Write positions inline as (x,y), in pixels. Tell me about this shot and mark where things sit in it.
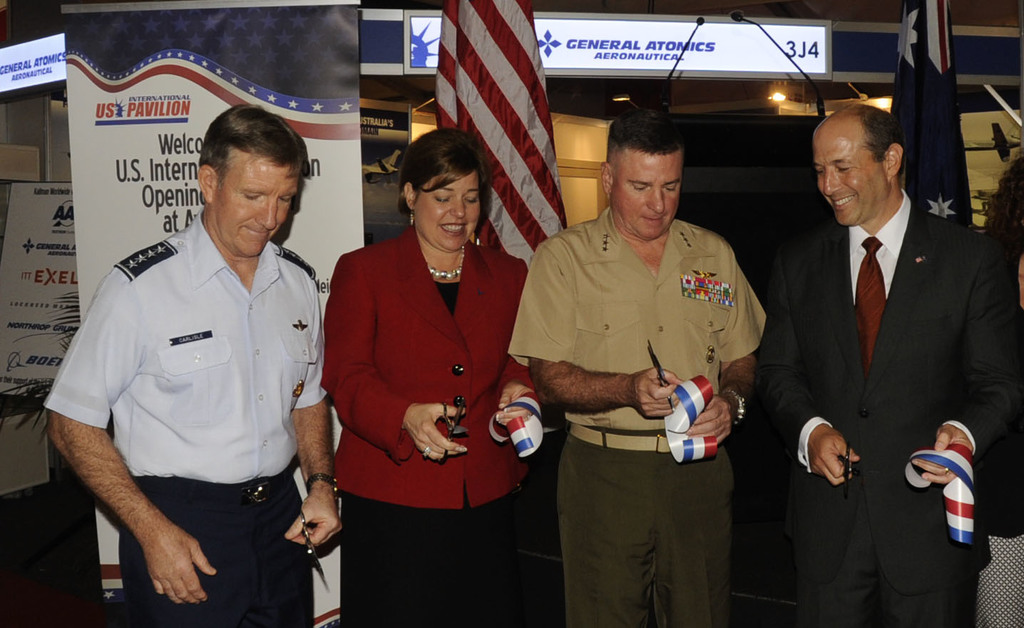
This image is taken indoors. In the middle of the image (473,317) a woman (444,386) and three men (259,318) are standing on the floor (775,587) and they are holding ribbons (973,487) and scissors (462,410) in their hands (325,540). In the background (421,38) there are many boards (119,126) with text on them and there is a flag (514,156).
